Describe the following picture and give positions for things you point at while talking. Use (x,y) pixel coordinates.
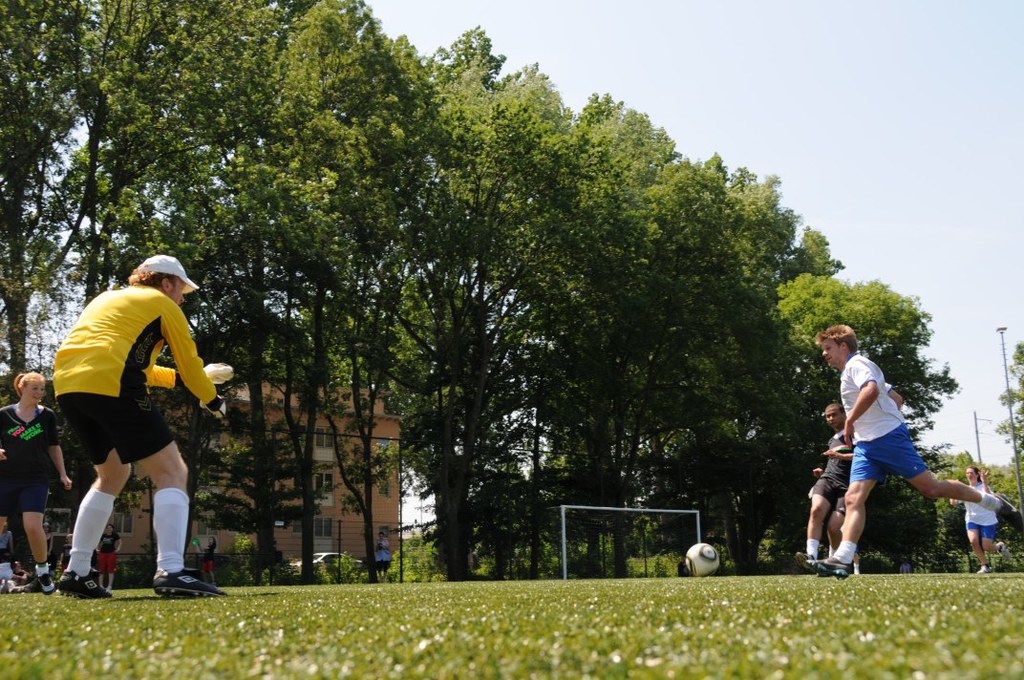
In this picture we can see some people (837,449) are playing in ground (542,618) with the ball (697,570). There is a mesh (595,529). He wear a cap (154,262). And these are the trees (548,288). Here we can see a house (351,522). And in the background (870,116) there is a sky (980,258).
